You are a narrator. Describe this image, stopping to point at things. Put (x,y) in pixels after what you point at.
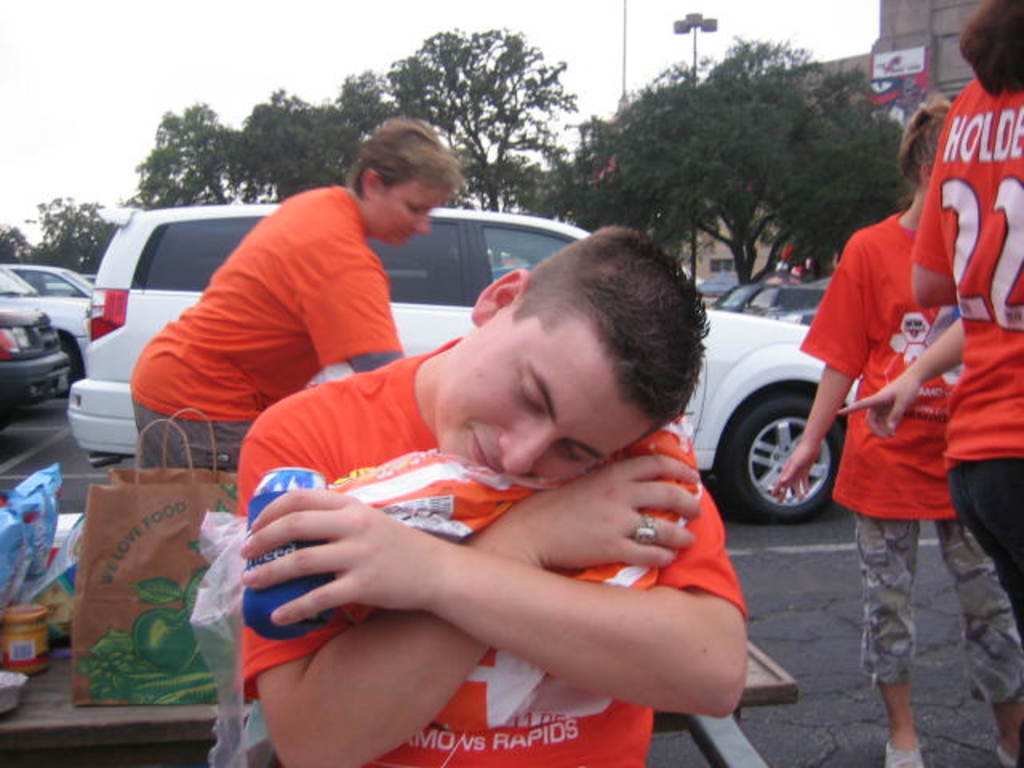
This is an outside view. Here I can see four persons (261,343) wearing same t-shirts (962,322). One person (495,443) is holding some objects (507,494) in the hands (319,511). At the back of him there is a table (67,725) on which few bags (126,588), bottle (42,638) and some other objects (29,591) are placed. Remaining three persons (254,376) are standing on the road (814,718). In the background (110,319) there are few cars (86,287), trees (636,159), poles (691,76) and a building (919,32). At the top of the image (203,57) I can see the sky (181,87).
